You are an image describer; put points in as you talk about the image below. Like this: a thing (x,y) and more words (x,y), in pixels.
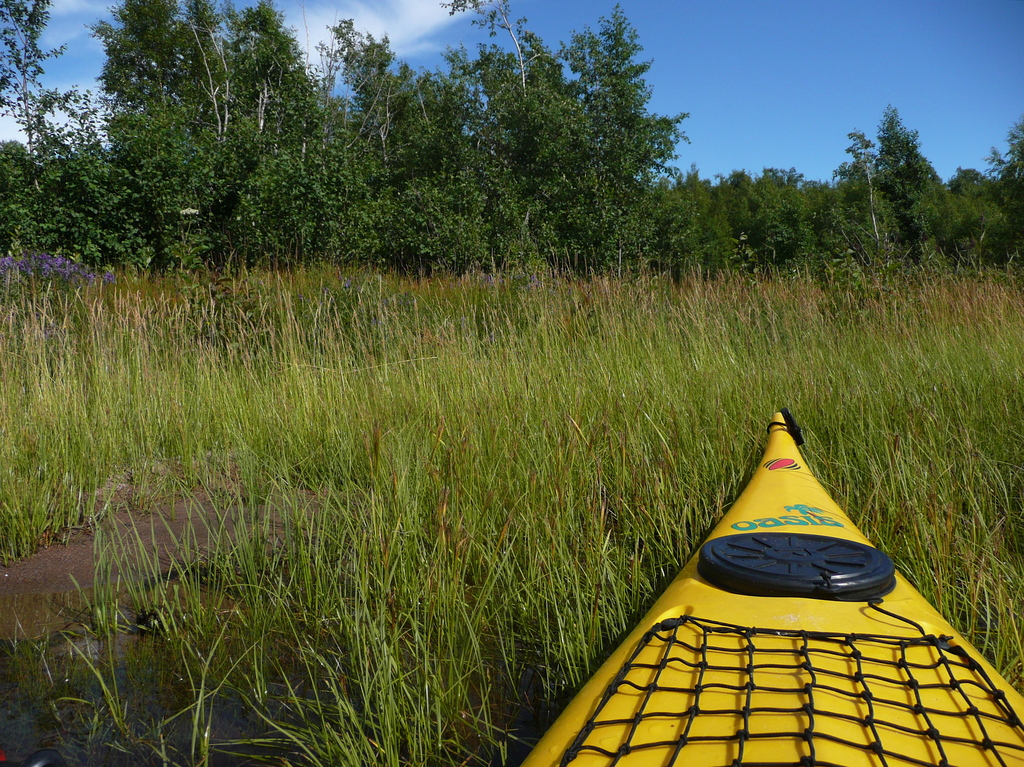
In the foreground of this picture (864,649), there is a boat (813,739). In the background (796,335), there is grass (363,382), trees (931,221), sky (739,62) and the cloud (392,16).
